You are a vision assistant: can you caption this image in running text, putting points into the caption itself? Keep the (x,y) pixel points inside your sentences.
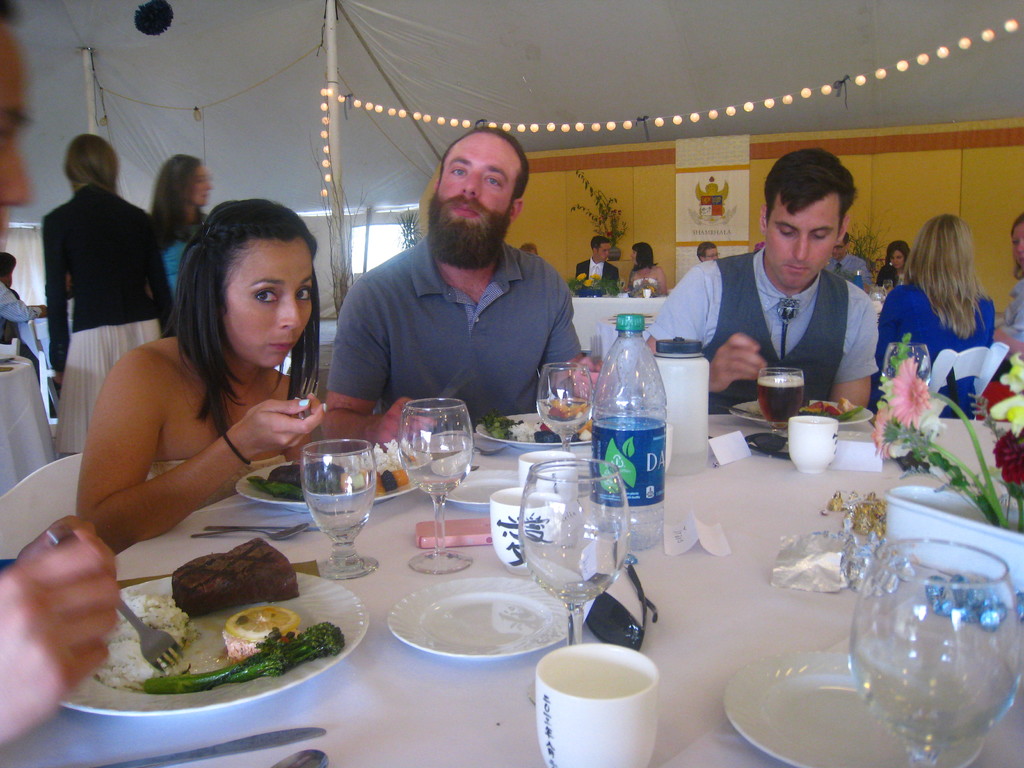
In this image, we can see a group of people (523,395). few are sitting and standing. Few are holding some objects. At the bottom (438,701), there is a white table (432,711). Few plates (493,648), glasses (424,461), bottles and objects (606,668) are placed on it. Background (291,171) we can see banner (703,168), plants (602,234), poles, decorative lights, cloth (636,99) and a few tables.
